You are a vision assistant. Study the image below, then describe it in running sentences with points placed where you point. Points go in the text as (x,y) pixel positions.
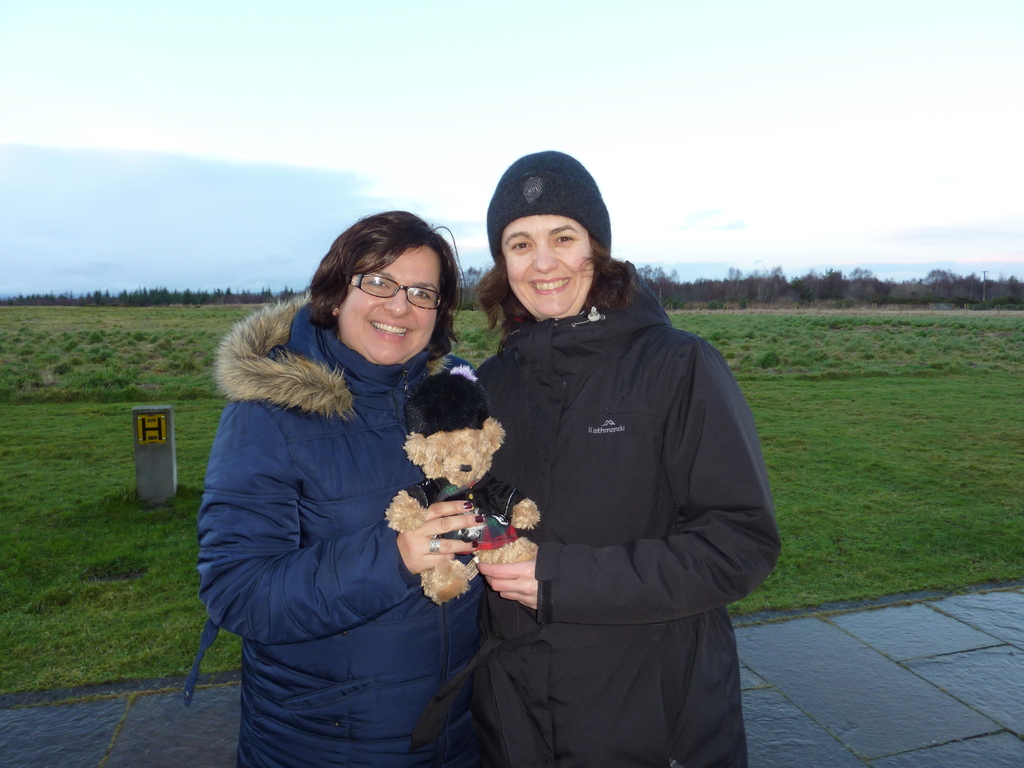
In this image I can see two women (379,480) are standing. I can see both of them are wearing jackets (602,404) and both of them are holding cream colour soft toy (455,442). I can also see she is wearing specs (412,291) and here I can see she is wearing a cap (573,192). I can also see smile on their faces (381,303) and in the background (67,299) I can see grass (81,380), number of trees (825,280) and the sky (254,128).
